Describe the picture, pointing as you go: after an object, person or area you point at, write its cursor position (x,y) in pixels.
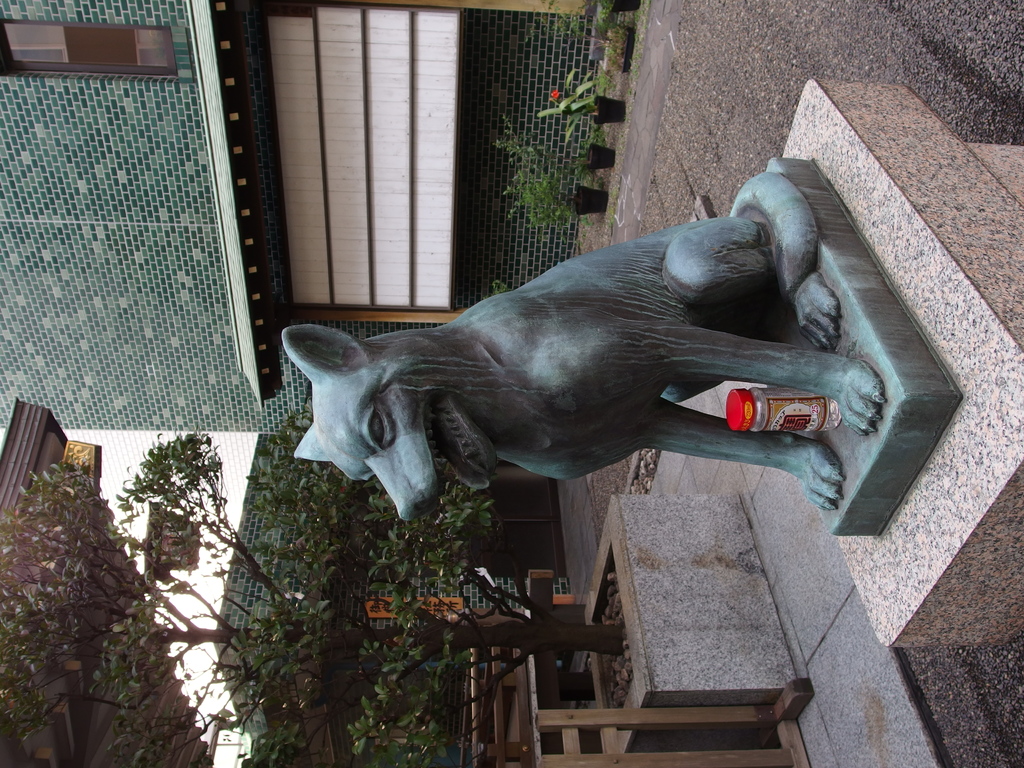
In this image there is a statue (597,450) of an animal (603,367) on the rock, behind the statue (367,476) there are trees (262,572) and building (234,300).
